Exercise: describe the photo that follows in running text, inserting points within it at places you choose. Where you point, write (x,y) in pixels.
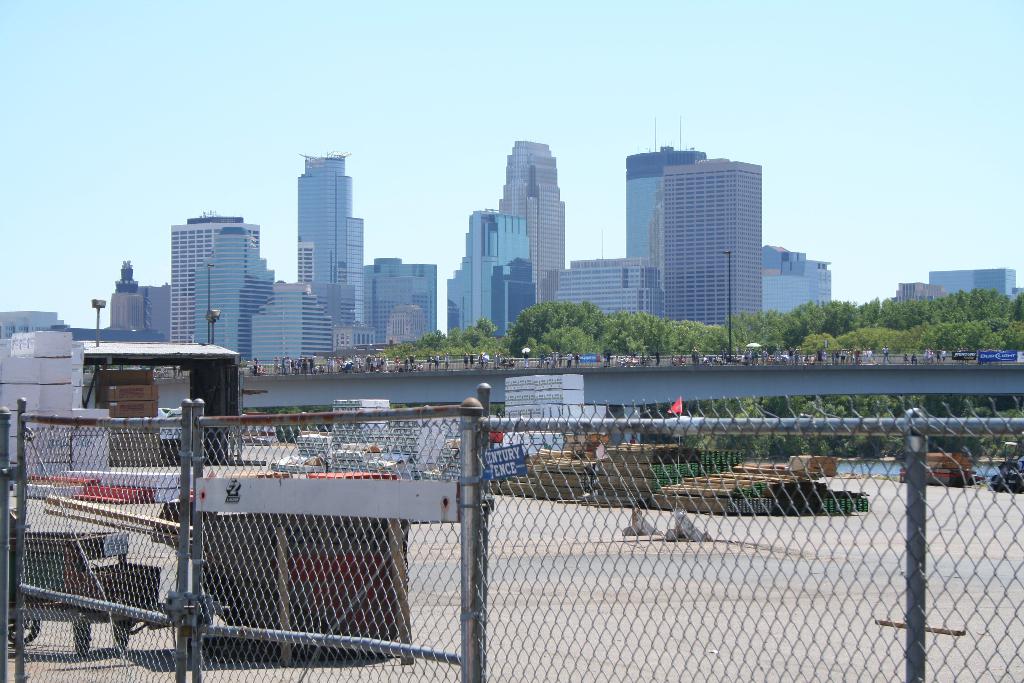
In this picture we can see mesh (130,538), rods (466,450) and board (508,463), through this mesh (78,538) we can see objects (640,497). we can see shed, boxes (552,376) and objects (141,477). In the background of the image (302,390) we can see bridge (731,373), people (670,360), banners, poles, trees (584,328), buildings (488,312) and sky (503,48).
